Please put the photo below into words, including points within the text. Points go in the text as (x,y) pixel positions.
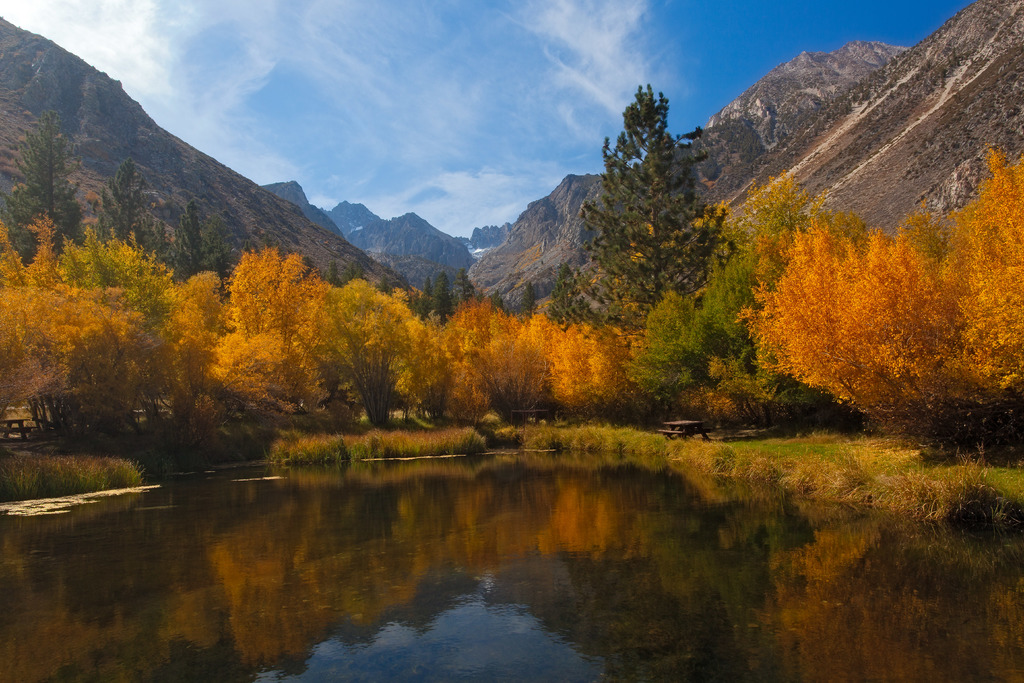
In this image we can see plants (738,365), trees (520,367), water (146,552), hills (737,122) and sky (336,172).
